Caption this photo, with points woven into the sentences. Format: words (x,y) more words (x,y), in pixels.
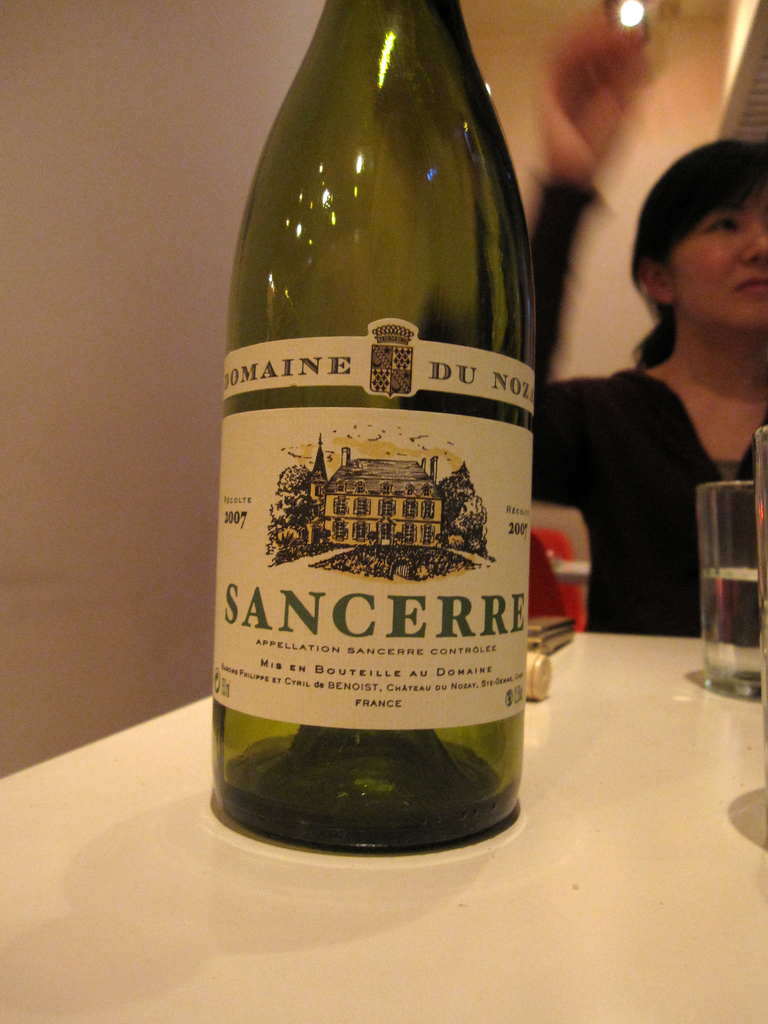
Here we can see a wine bottle (472,353) on the table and glass (701,539) on it, and here a woman (710,282) is sitting, and at back (96,334) here is the wall (85,339).
